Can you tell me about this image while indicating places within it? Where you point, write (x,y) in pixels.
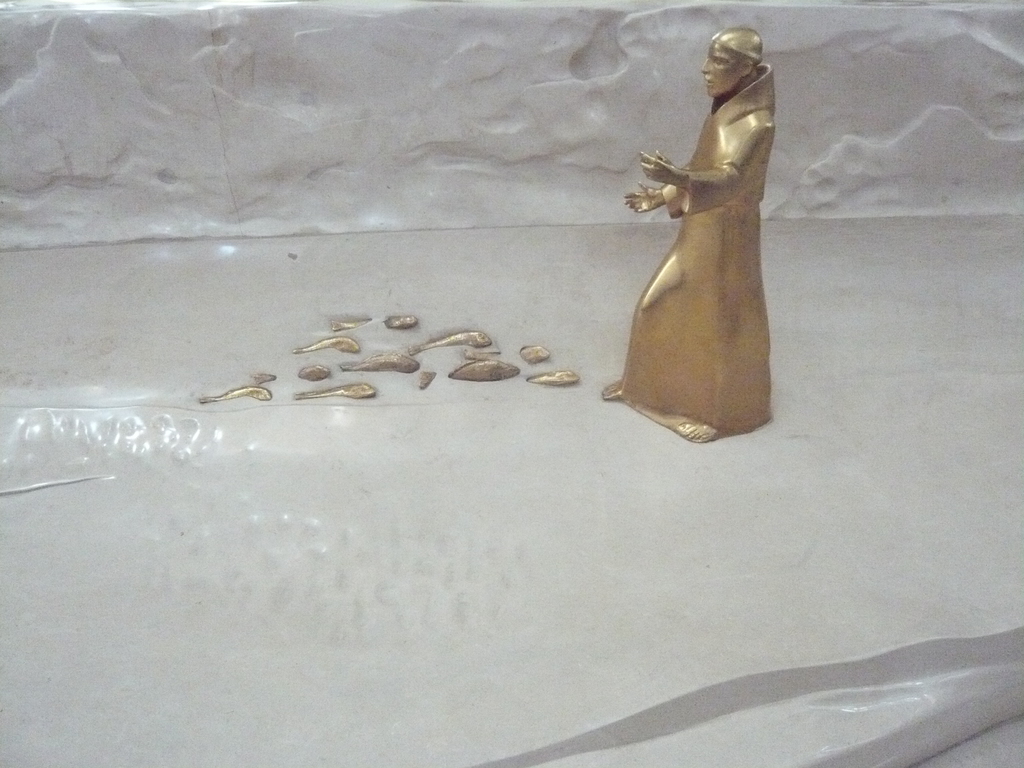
In this image there is a person's metal sculpture (722,114).
